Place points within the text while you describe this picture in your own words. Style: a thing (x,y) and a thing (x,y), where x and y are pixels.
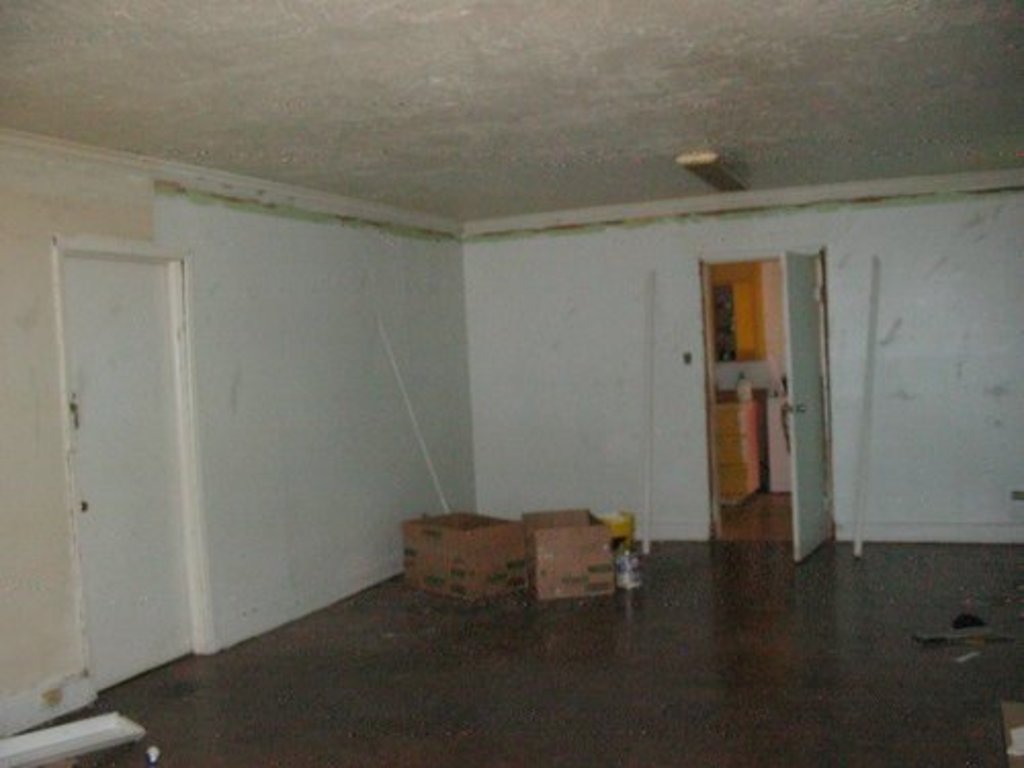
The image is taken inside a room (598,423). In the center of the picture (555,511) there are boxes (458,557). On the left (104,377) there is door (167,436) and wall (423,426). On the right (898,378) there is door (707,381) and walls (1017,386). At the top (922,171) it is ceiling (365,157).
